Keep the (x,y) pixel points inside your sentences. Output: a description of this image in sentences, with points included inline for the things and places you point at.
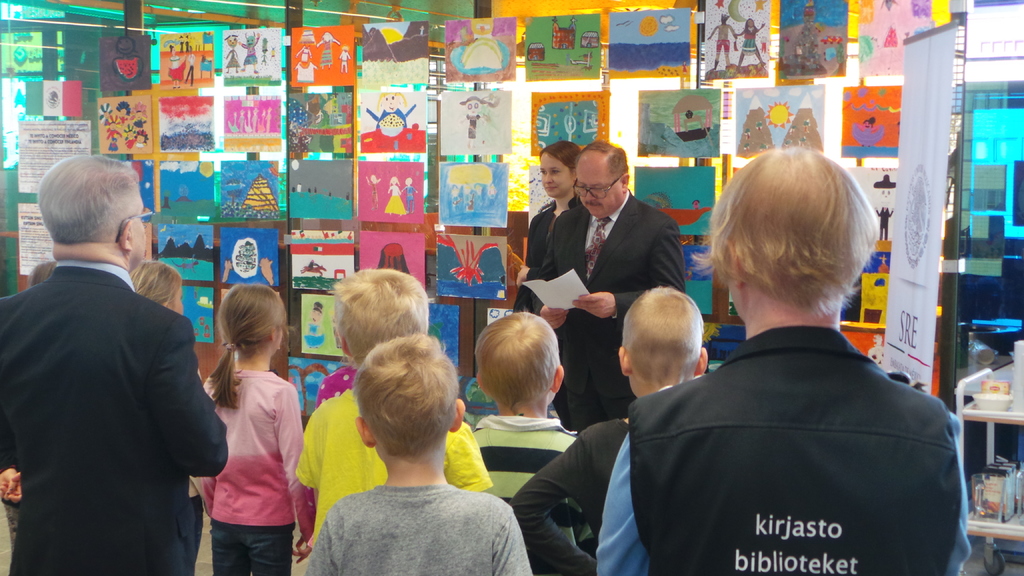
In this image we can see persons (716,376) standing on the floor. In the background (977,393) we can see side table (989,528) and crockery (995,515) placed in it. In the background (184,75) we can see many papers (420,125) painted and hanged to a rope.
